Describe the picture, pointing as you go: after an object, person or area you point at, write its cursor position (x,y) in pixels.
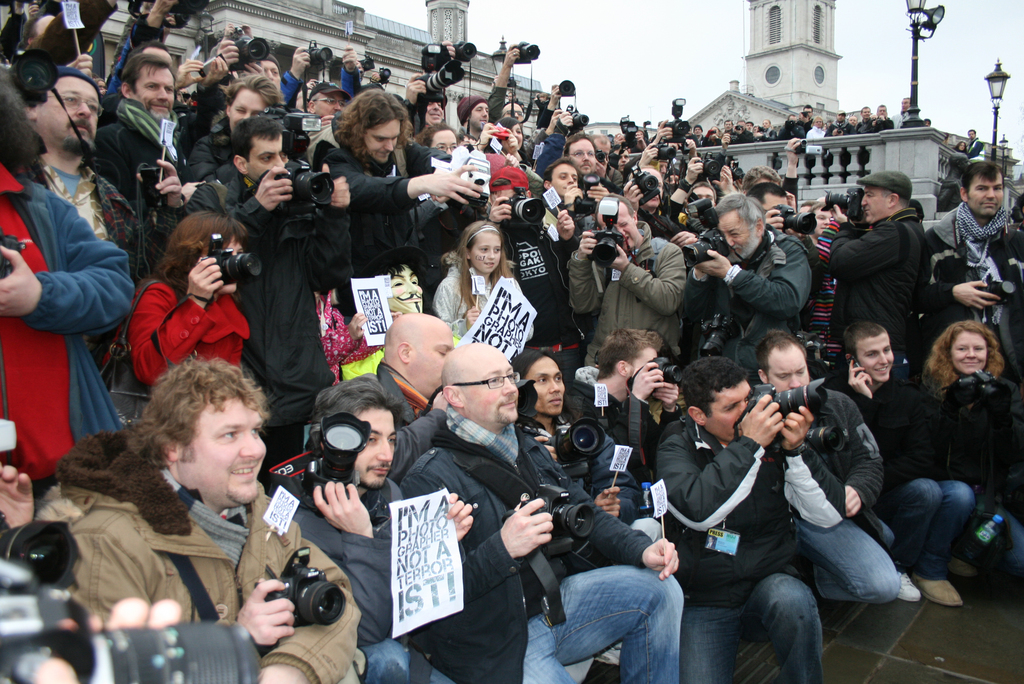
In the foreground of this image (824,461), there are many people (70,280). Few (616,605) are squatting, sitting and standing by holding camera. In the background (816,114), there are buildings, poles (996,154) and the sky (600,32).
